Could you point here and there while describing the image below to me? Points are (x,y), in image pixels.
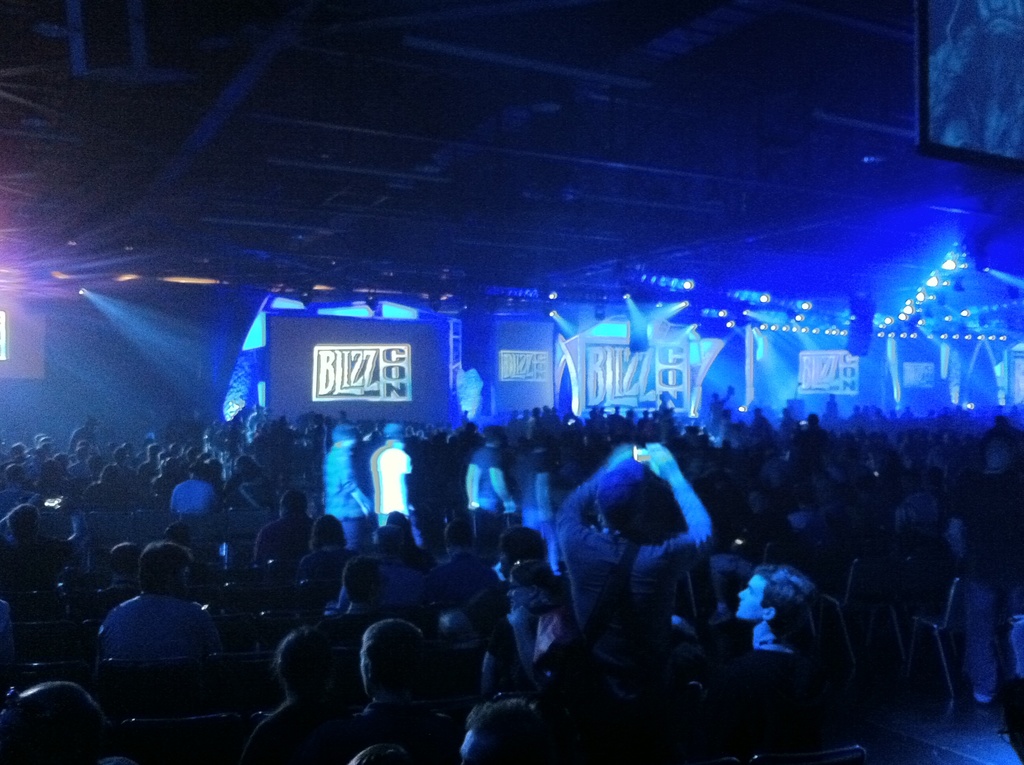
In this picture I can see few people (251,482) standing and few are seated and I can see a man (680,559) holding a camera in his hand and I can see few lights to the ceiling (720,275) and few advertisement boards (418,351) with some text (357,351).
